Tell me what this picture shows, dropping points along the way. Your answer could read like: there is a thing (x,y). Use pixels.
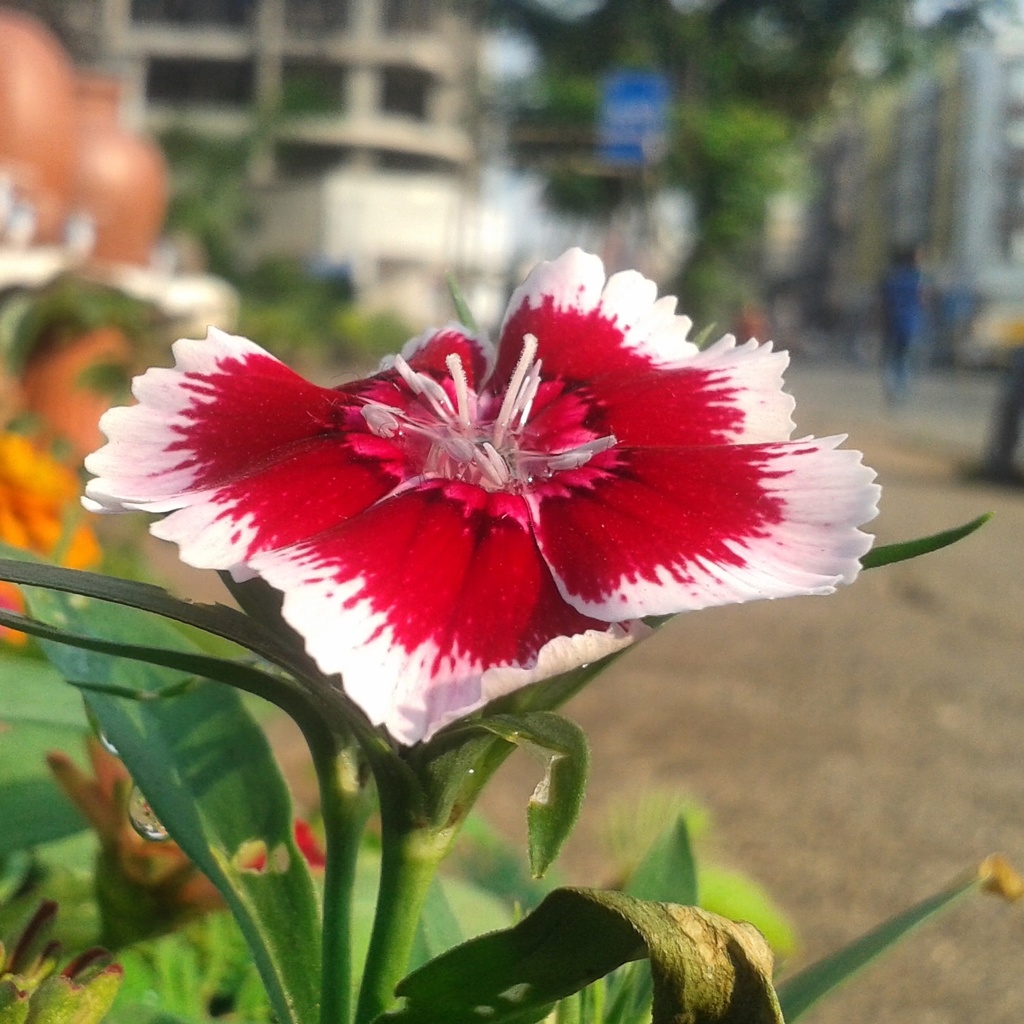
In this image I can see the flowers (324,545) to the plant (304,913). I can see the flowers (449,705) are in red and white color. In the background (630,204) I can see the person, trees (582,178), board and many buildings (778,223). But the background is blurred.
